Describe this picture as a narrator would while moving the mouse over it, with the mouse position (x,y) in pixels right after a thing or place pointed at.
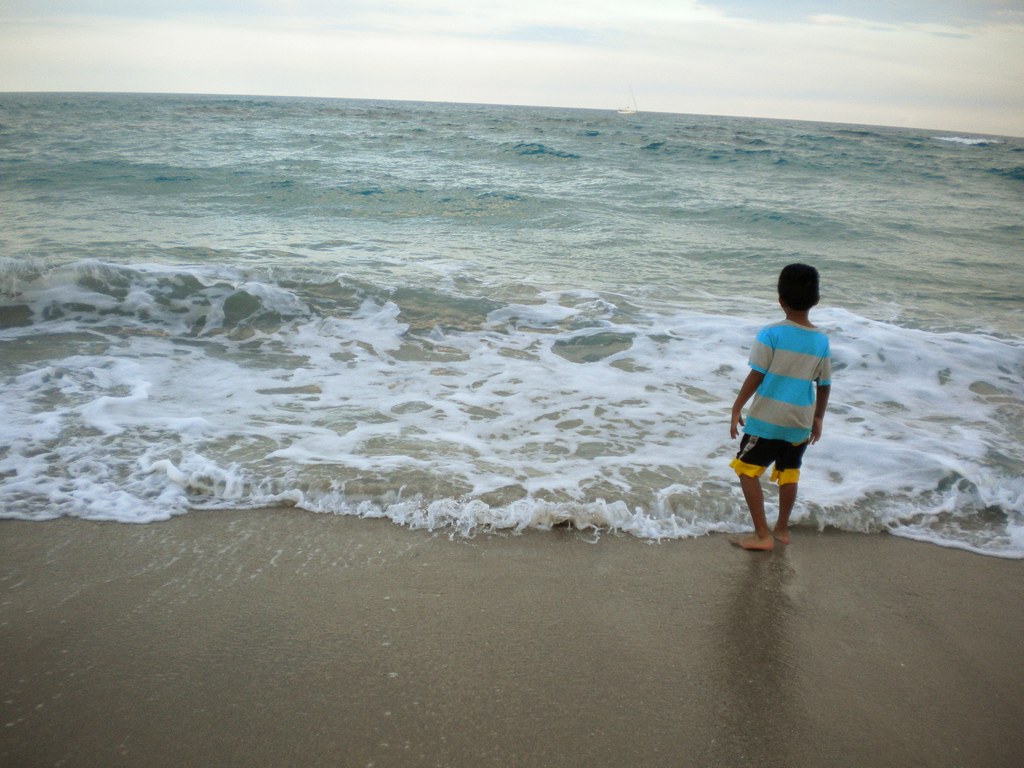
In this image I can see the person (775,422) standing in-front of the water (534,373). The person (765,461) is wearing the blue, ash, black and yellow color dress (758,408). In the background (659,85) I can see the sky (571,67).
